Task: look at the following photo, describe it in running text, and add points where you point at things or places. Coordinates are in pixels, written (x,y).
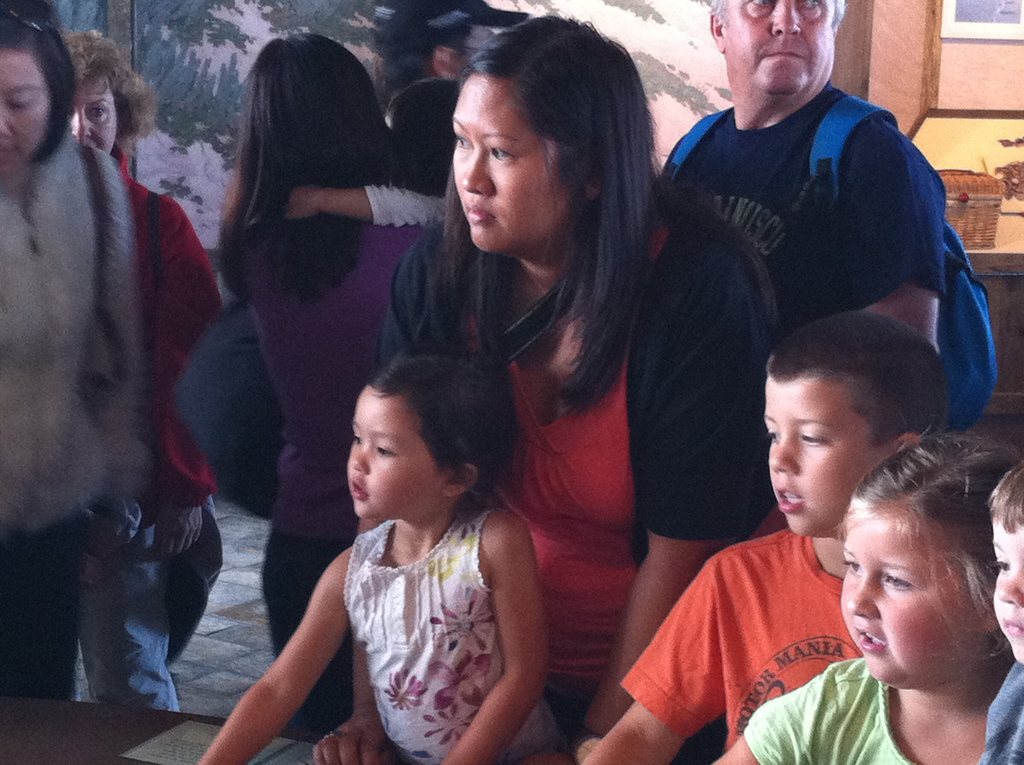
Group of people (371,102) are highlighted in this picture. The red t-shirt and black jacket woman (648,299) is staring, she is standing behind a little girl (424,584). Backside of this woman (667,387), the man (823,34) is carrying a bag (961,313).
